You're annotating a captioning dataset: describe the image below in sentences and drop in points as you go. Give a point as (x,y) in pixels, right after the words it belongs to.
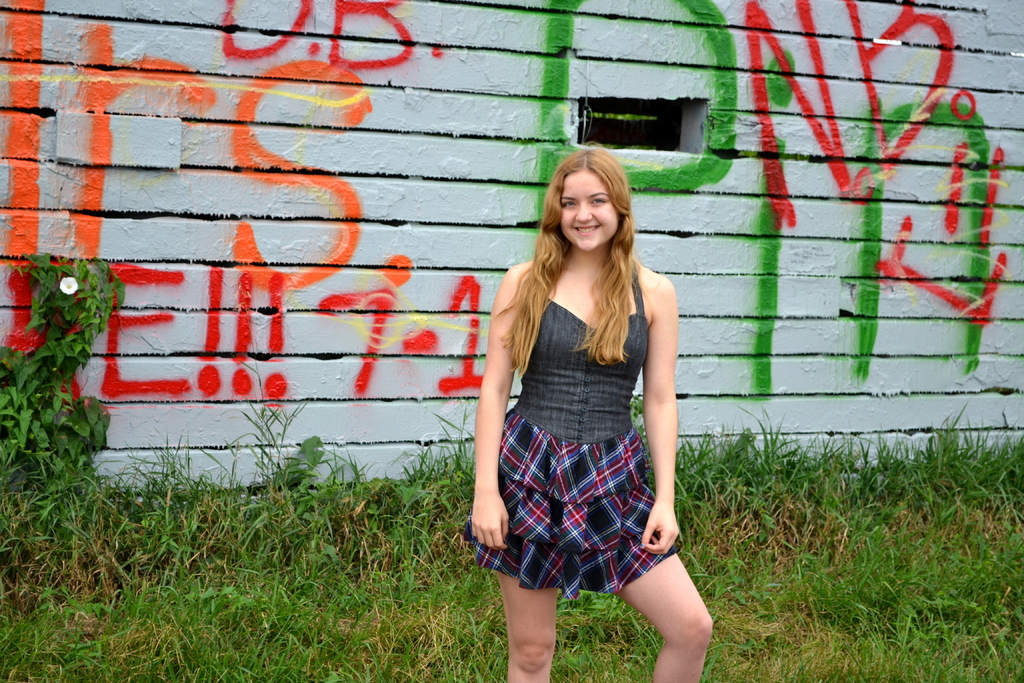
In the center of the image (602,249) we can see a lady (586,239) standing and smiling. In the background (162,178) there is a wall (851,82) and we can see graffiti (122,280) on it. At the bottom (290,586) there is grass (589,608).
